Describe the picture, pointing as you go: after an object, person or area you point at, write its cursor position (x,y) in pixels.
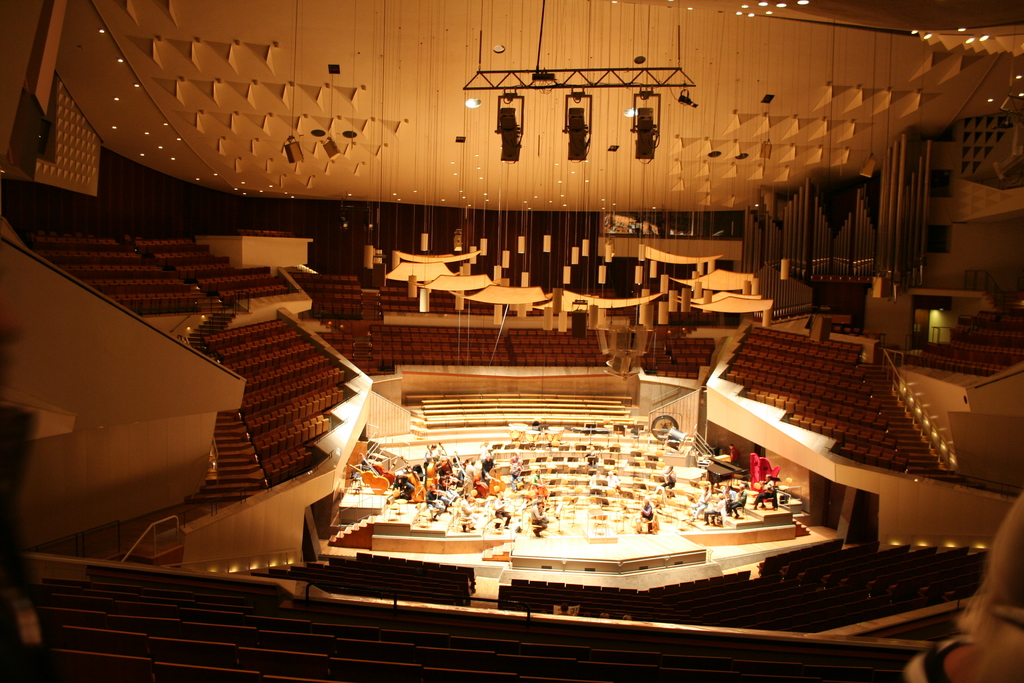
In this image we can see inside of an auditorium (295,403). There are many seats (265,382) and also there are steps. In the center (667,416) we can see people (473,472) and musical instruments (450,469). On the ceiling (316,149) there are lights (651,144) and many things (650,144) hanged.
